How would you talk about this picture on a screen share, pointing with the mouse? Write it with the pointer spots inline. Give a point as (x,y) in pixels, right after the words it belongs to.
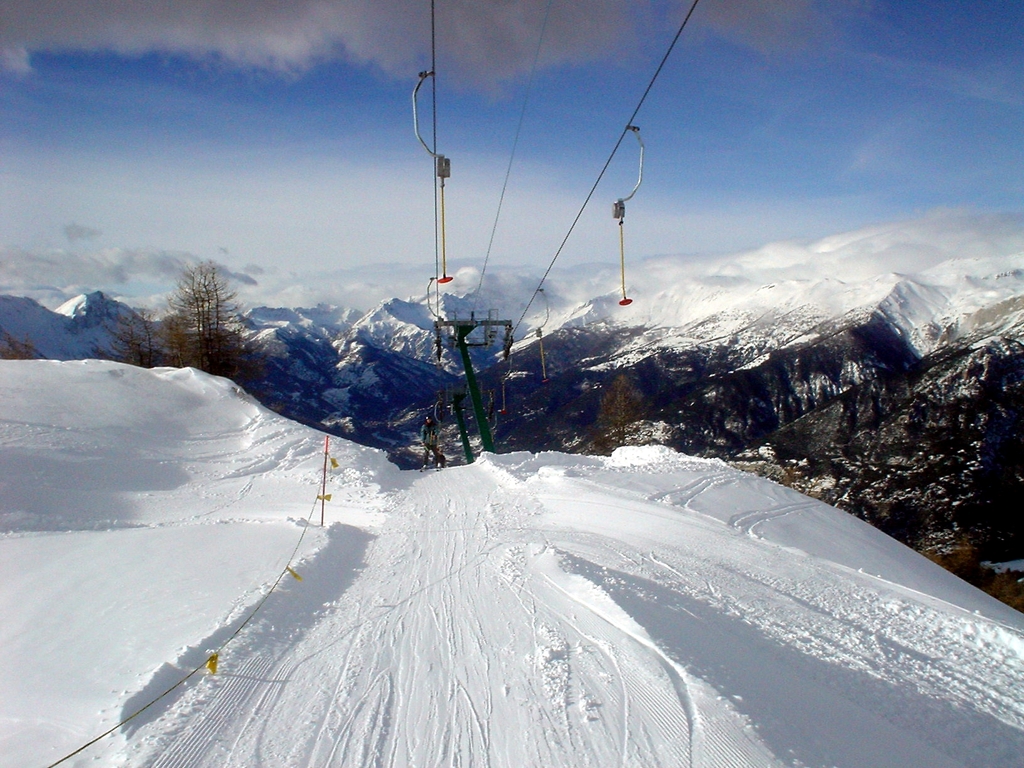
In this picture I can see a person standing on the snow (449,507), around there are some hills (790,316) with snow (748,312) and also some trees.
